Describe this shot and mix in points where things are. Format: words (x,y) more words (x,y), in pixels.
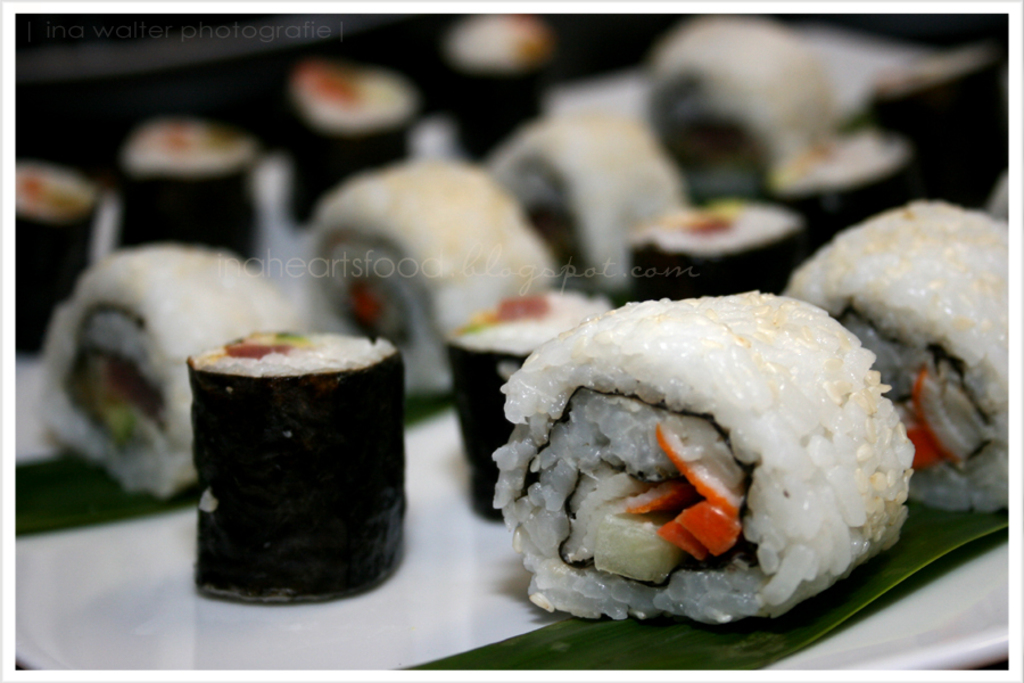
In this picture we can see food (321,278) and leaves (644,663) on a white object (172,622). Behind the food (702,457), there is a blurred background (100,128). On the image, there are watermarks (167,29).
